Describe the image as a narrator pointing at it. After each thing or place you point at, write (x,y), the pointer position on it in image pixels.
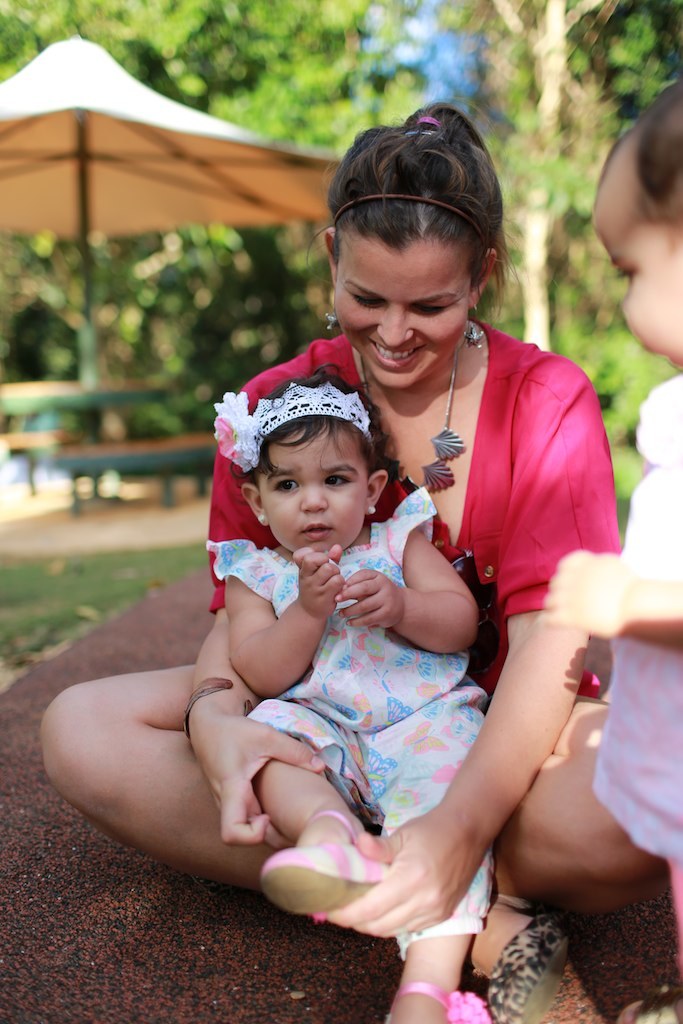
In this picture we can see a baby (303,740) sitting on a woman (546,503). This woman (550,717) is sitting on the ground (160,610). There is a kid (632,814) standing on the right side (655,826). Some grass (19,605) is visible on the ground (32,599). There is a tent (42,218), few objects (8,441) and some trees (201,365) are visible in the background (222,365). Background (235,362) is blurry.
